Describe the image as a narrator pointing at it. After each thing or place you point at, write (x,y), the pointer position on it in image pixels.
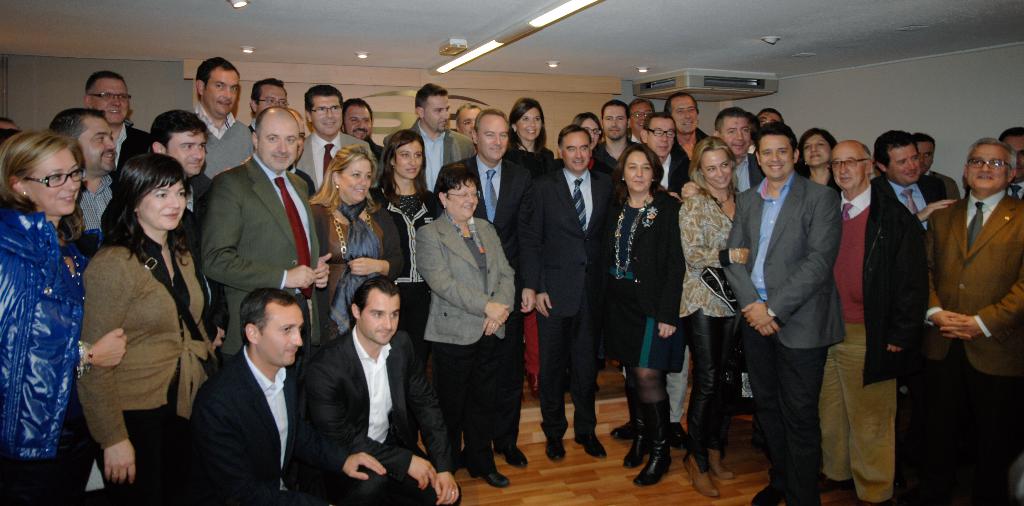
In this picture we can see a group of people (606,266) standing, smiling and two men (367,422) on the floor (634,498) and in the background (364,53) we can see the lights (441,71), walls (557,75) and some objects (736,93).
